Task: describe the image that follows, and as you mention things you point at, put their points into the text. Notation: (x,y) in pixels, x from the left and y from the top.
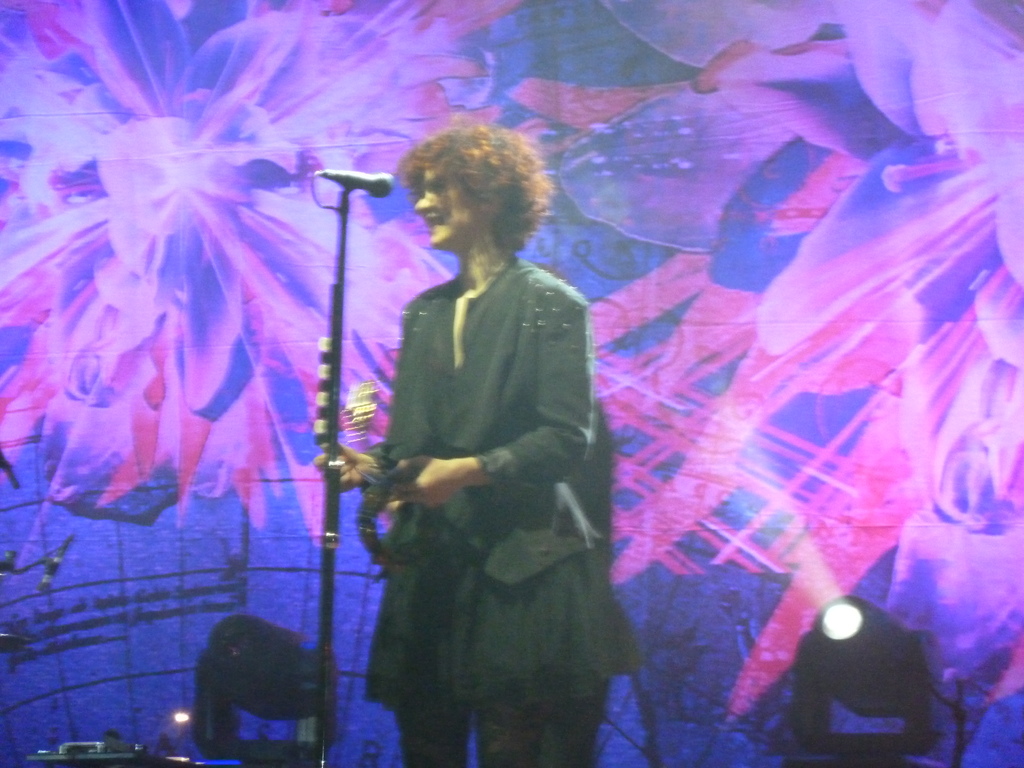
In the center of the image (387,472) we can see a lady (511,283) is standing and wearing black dress (585,404) and holding mic stand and object (375,502). In the background of the image (1,468) we can see the board (768,602). At the bottom of the image (833,617) we can see the lights (280,750) and object (84,757).
